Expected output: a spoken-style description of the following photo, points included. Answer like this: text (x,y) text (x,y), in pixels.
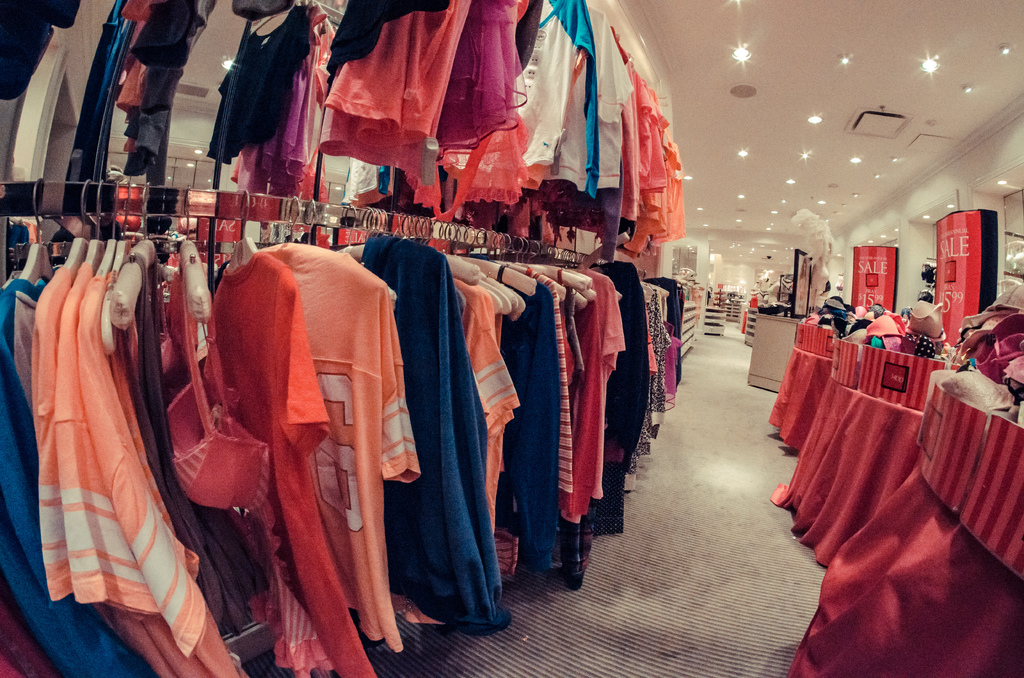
In this image in the front (442,192) there are clothes (457,143) hanging. On the right side (846,363) there are tables (878,409) and on the table (947,511) there are clothes (864,339) and there are boards (959,282) with some text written on it. In the background (735,305) there are objects (736,302) which are white in colour and on the top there are lights (809,157).
